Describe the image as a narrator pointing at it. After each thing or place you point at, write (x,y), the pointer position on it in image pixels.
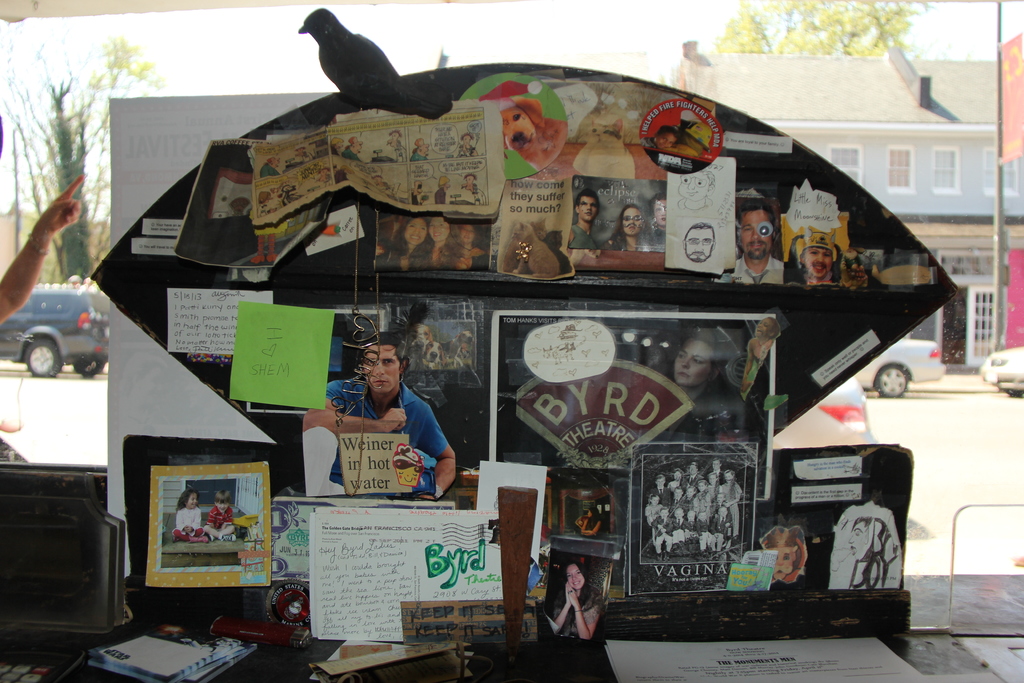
In this picture I can observe a board (601,281). On this board (613,297) I can observe papers (410,162) and photographs (175,472). In the background (902,134) I can observe building (841,117) and sky (411,39).
